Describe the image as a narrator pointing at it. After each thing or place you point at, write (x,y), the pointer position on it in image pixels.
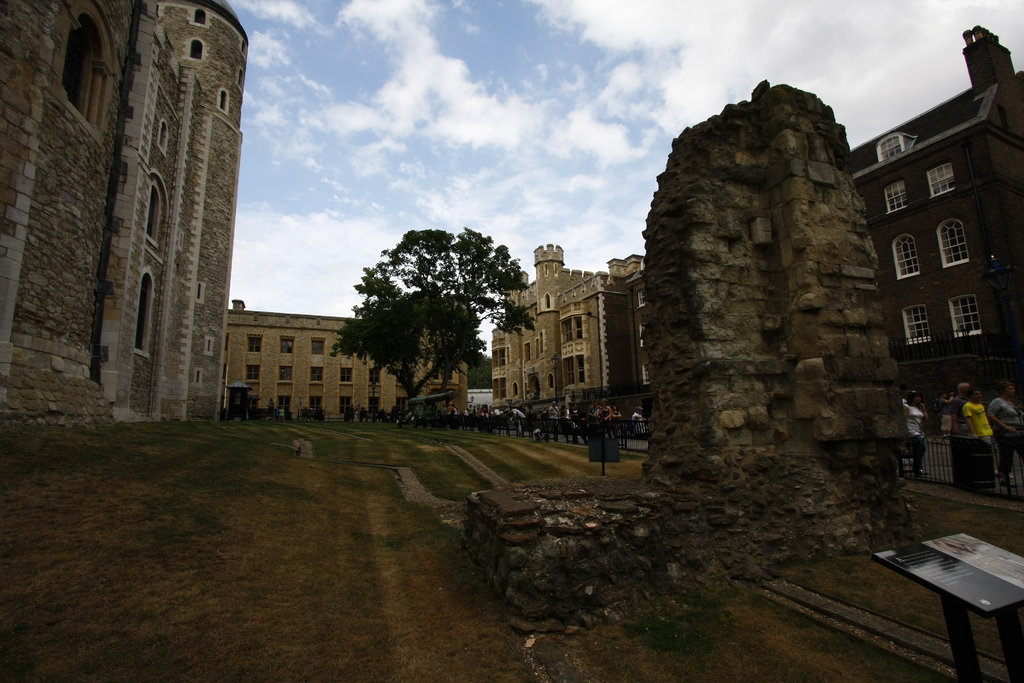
In this picture there are buildings (949,366) and trees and there are group of people (1011,457) on the road (944,461) behind the railing (958,465). On the side of the image there are boards (983,566) on the poles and there is text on the board (1011,583). At the top (391,29) there is sky (598,145). At the bottom (918,484) there is a road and there is grass (247,489).
